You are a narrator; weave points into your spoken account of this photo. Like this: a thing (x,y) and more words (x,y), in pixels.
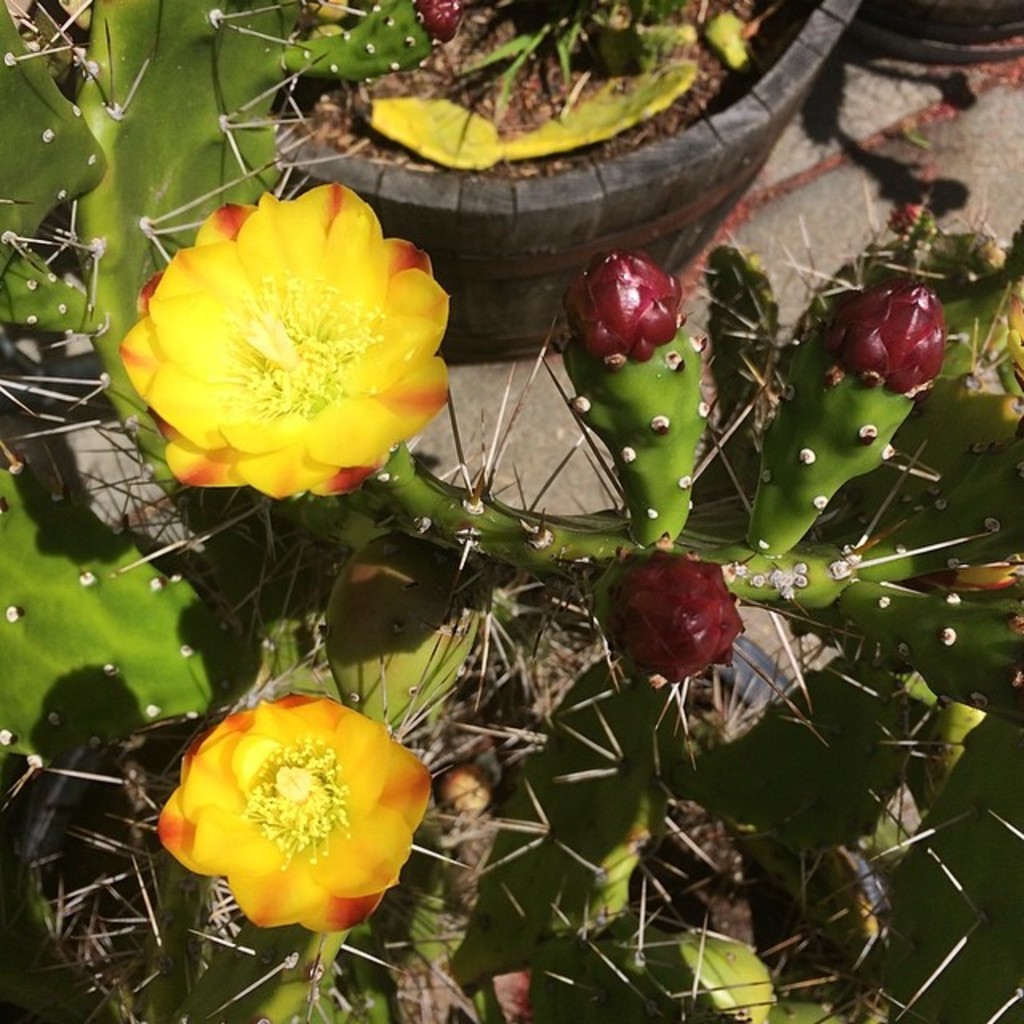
In this picture we can see flowers (291,326), plants (696,482) and pots (942,7) on the ground (838,218).
